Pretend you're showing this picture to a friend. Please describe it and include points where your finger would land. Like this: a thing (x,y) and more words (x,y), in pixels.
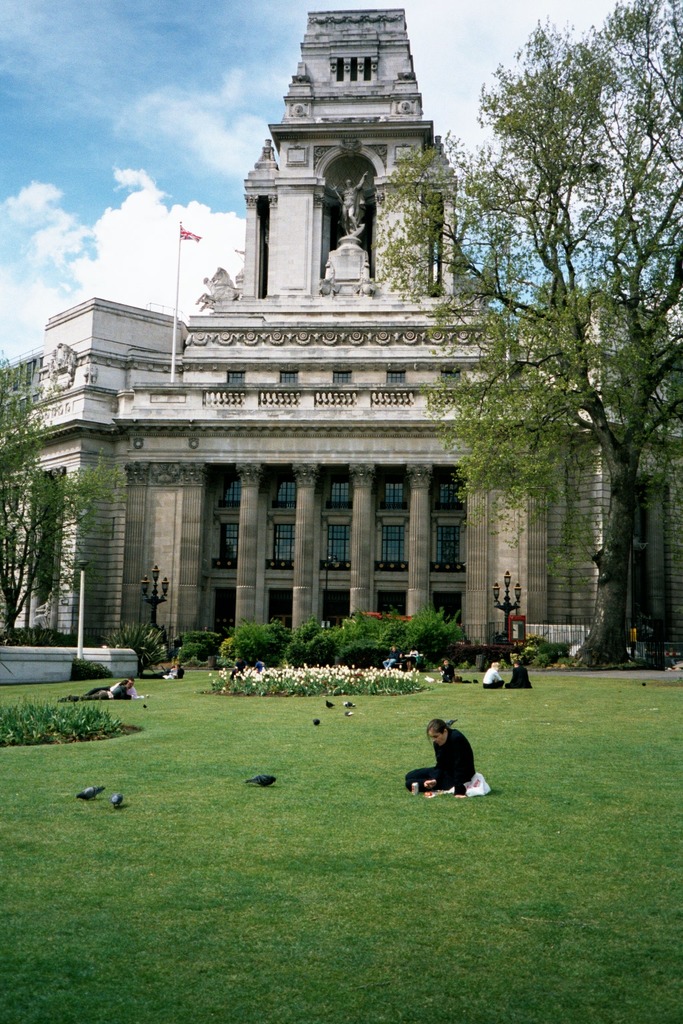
In this picture we can see some people (441,671), birds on the grass (240,827), planter (339,688), light poles (146,590), trees (90,504), building (361,494), flag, statue (325,281) and in the background (163,212) we can see the sky (163,212) with clouds (53,296).
